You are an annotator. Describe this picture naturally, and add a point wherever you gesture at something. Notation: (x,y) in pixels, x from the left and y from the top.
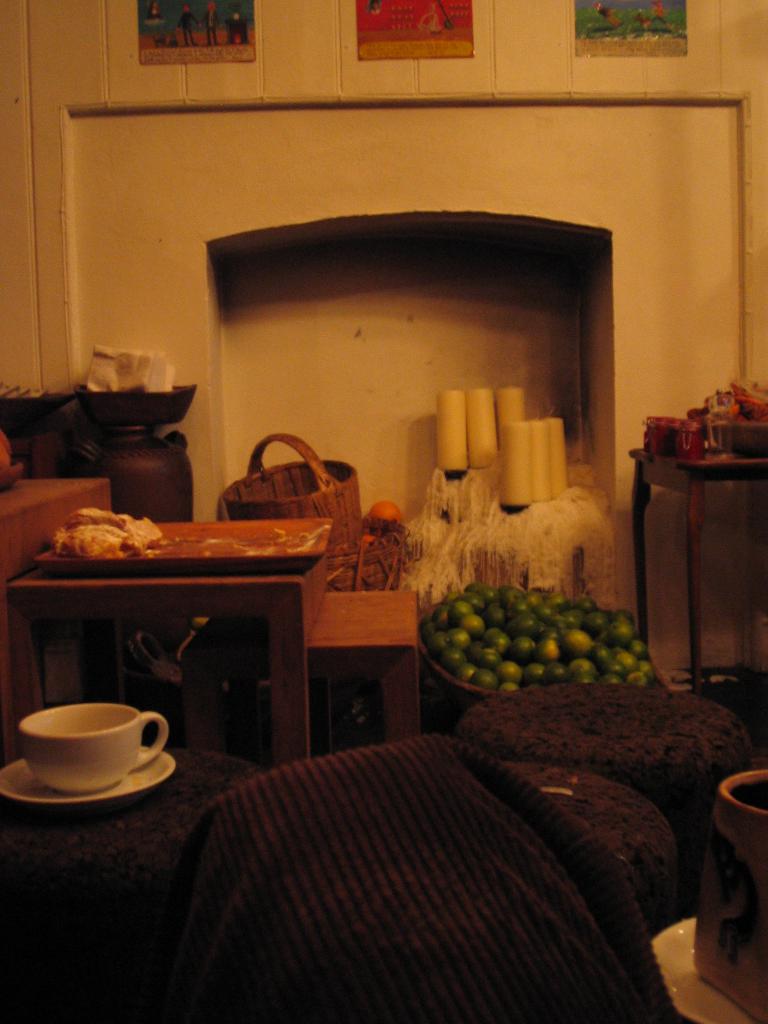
This picture is consists of a room (376,271), where there are three posters (163,1) above the area of the image on the wall (498,135), there are some vegetables (494,587) on the floor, there is a desk (8,593) at the left side of the image (102,608), there is a cup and saucer (137,787), which is placed on sofa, there is a table (704,468) at the right side of the image (693,462) which contains jars (656,440) on it.
